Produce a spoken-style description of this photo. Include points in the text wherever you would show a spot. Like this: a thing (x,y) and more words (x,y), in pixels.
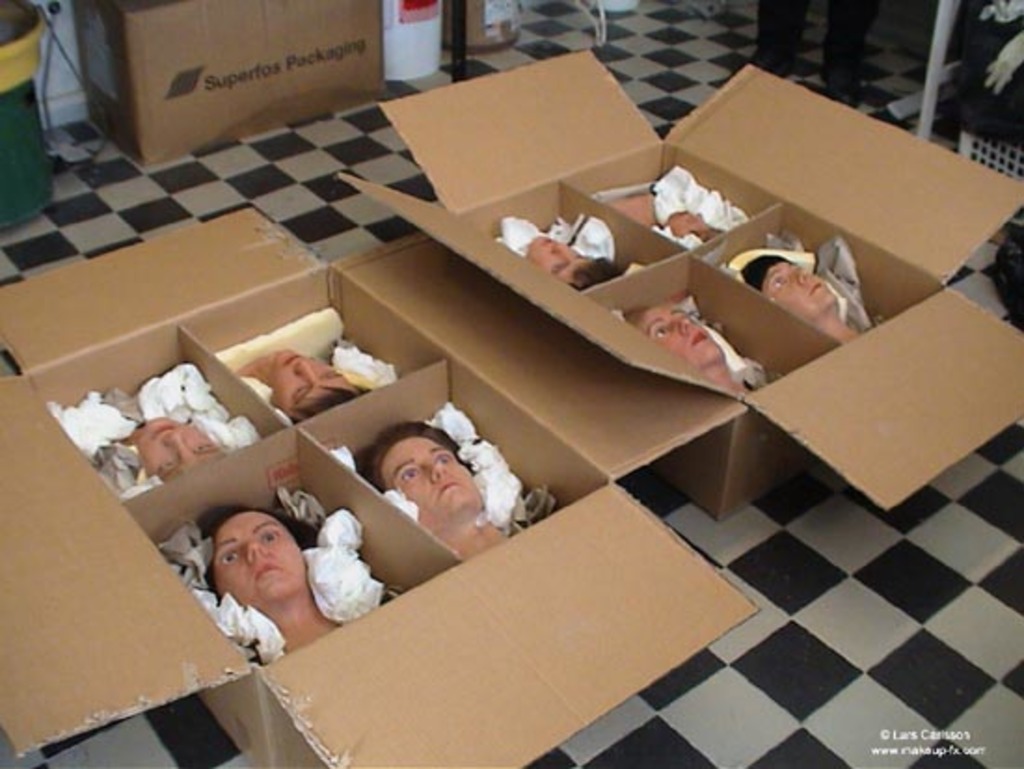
In this image I can see there are doll heads (657,320) that are packed in the card board boxes (533,444).
